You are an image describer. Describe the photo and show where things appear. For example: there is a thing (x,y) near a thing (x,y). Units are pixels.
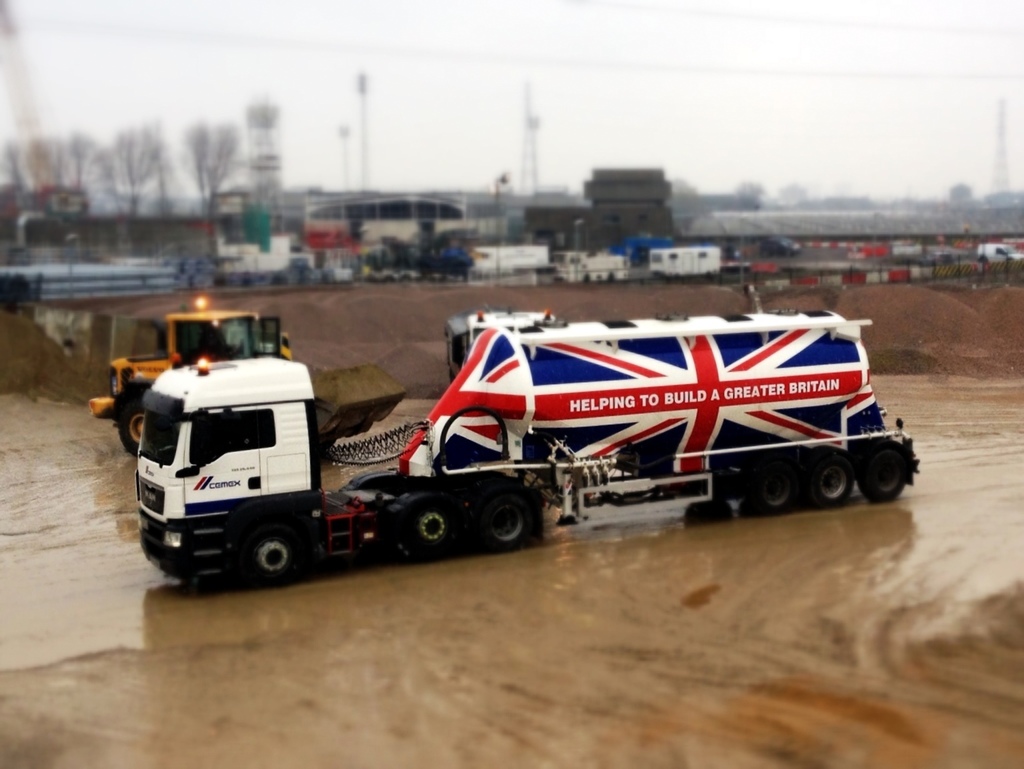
In the foreground of this image (377,390), there is a truck (537,463) moving on the ground (638,574) and there are few vehicles (487,325) moving on the ground (368,344). In the background (695,261), there are pipes (75,271), shed (408,205), poles (499,211), containers (517,255), trees (226,175), towers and the sky (442,118).
